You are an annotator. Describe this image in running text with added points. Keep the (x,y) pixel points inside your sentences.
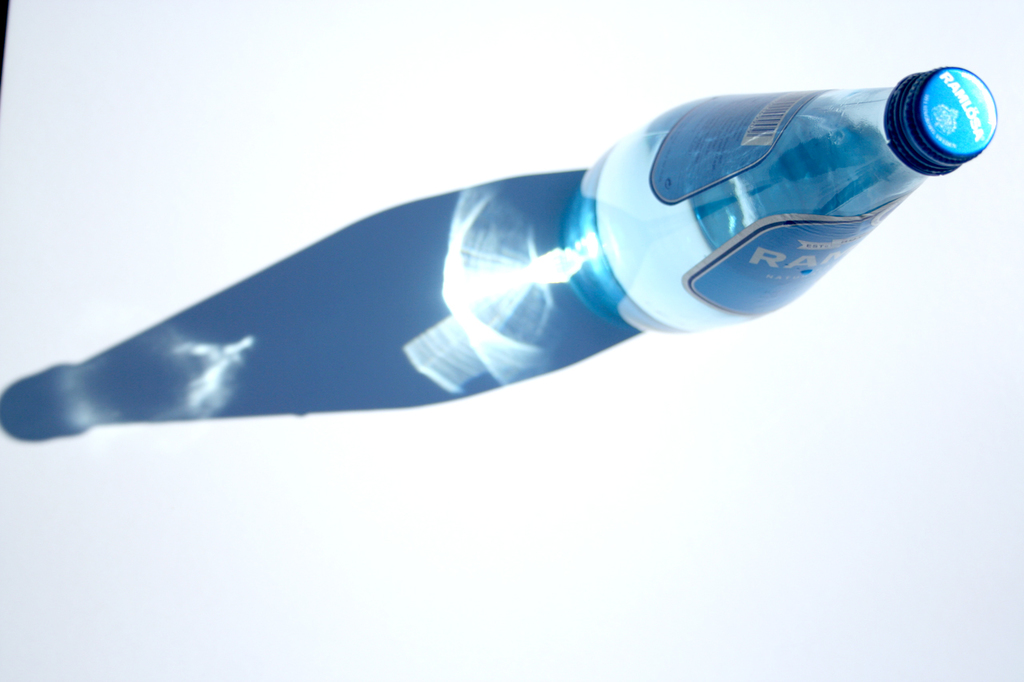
This picture shows a bottle (685,183) placed on the table (720,327) and a shadow (371,261) of the bottle (608,253).
